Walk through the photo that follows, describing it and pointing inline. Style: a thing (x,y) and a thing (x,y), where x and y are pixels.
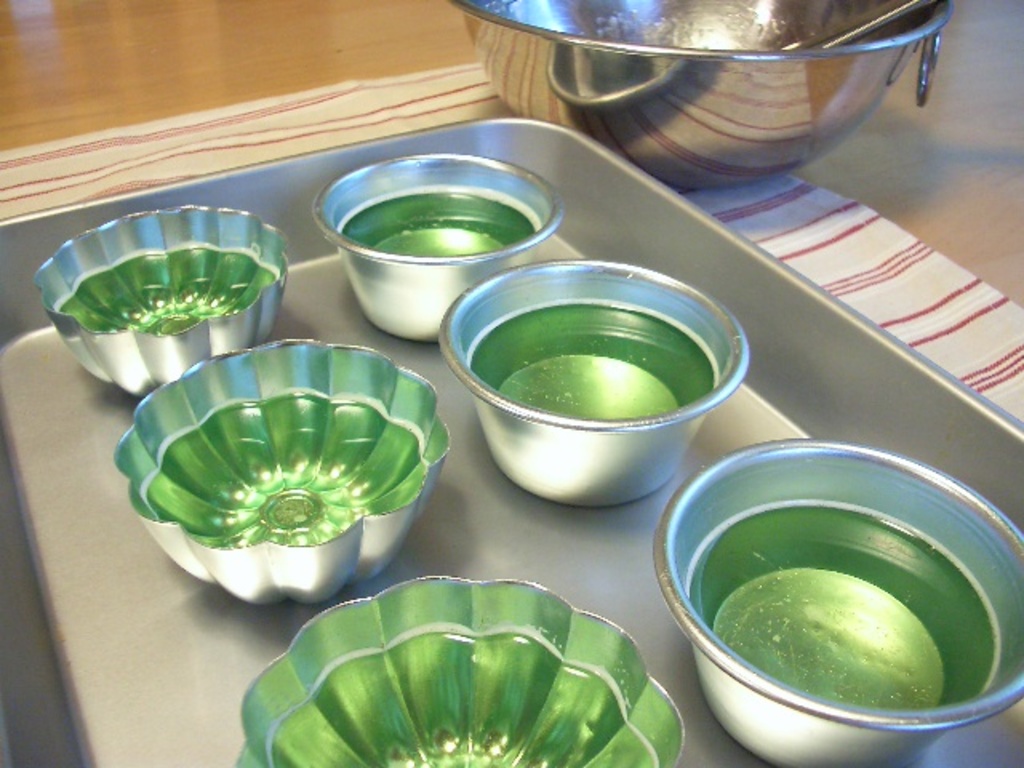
In this image we can see a table (913,100) with towel (86,146), a metal tray (568,165) with bowls (307,734) and a bowl (568,6) with a spoon (867,26) on it.
